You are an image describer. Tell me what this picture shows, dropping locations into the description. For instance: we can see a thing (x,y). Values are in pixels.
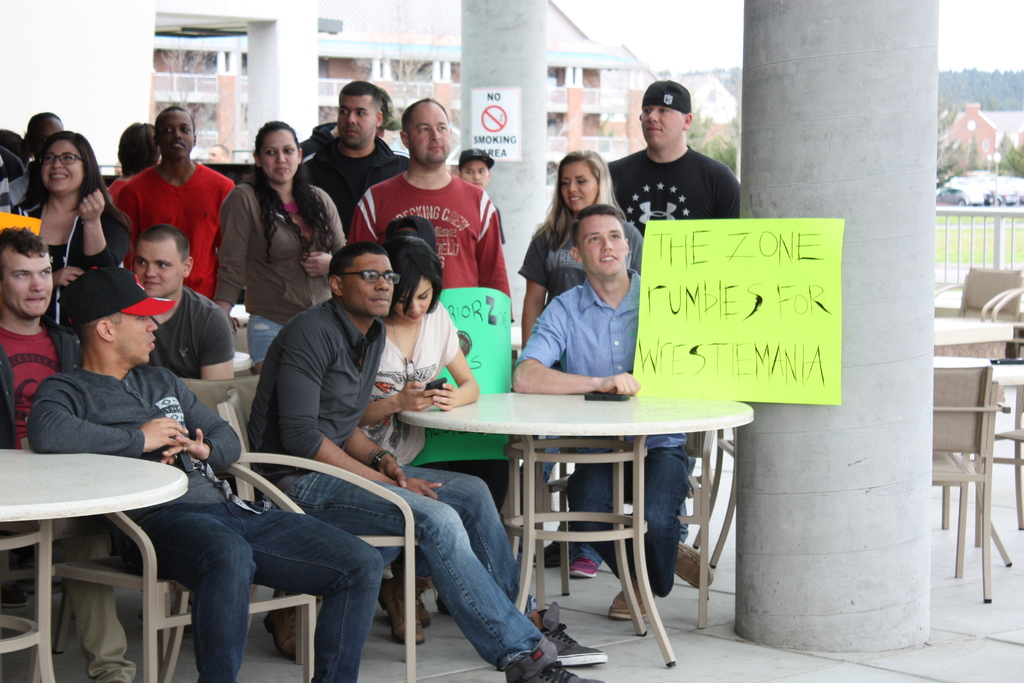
Some people (332,244) are sitting and standing with banners (467,334). And there are some tables (179,497) and chairs (265,480) there. Some pillars (508,40) are there. And in one pillar (496,80) one notice (504,125) is kept. In the background (438,69) there are some buildings (383,75).
